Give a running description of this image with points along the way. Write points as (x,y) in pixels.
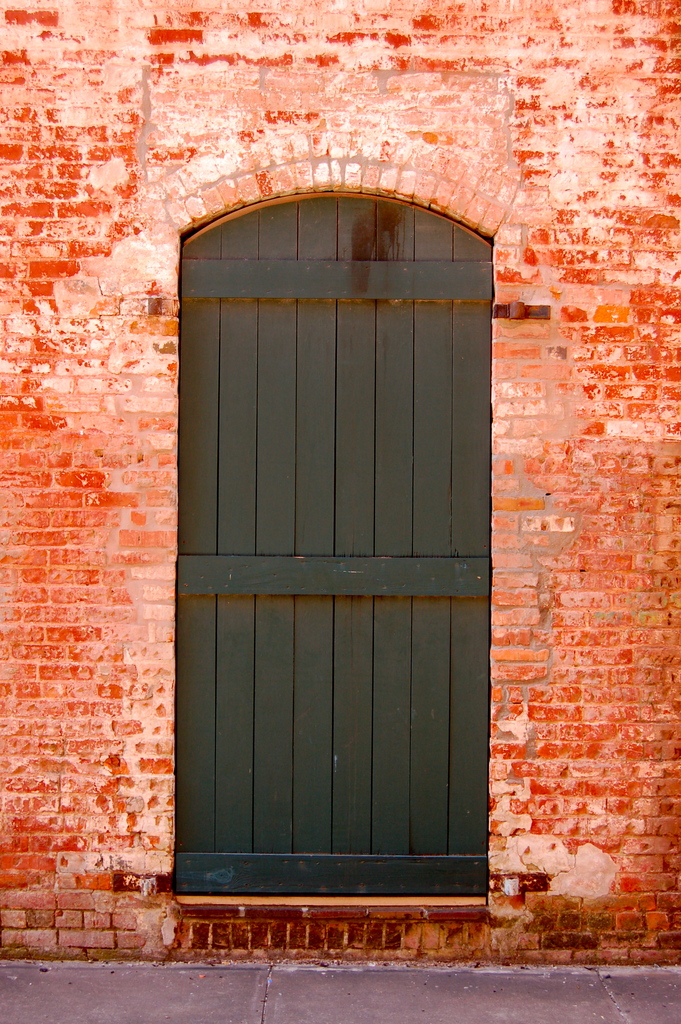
In this picture we can see a door (194,472) and a brick wall (587,603).
